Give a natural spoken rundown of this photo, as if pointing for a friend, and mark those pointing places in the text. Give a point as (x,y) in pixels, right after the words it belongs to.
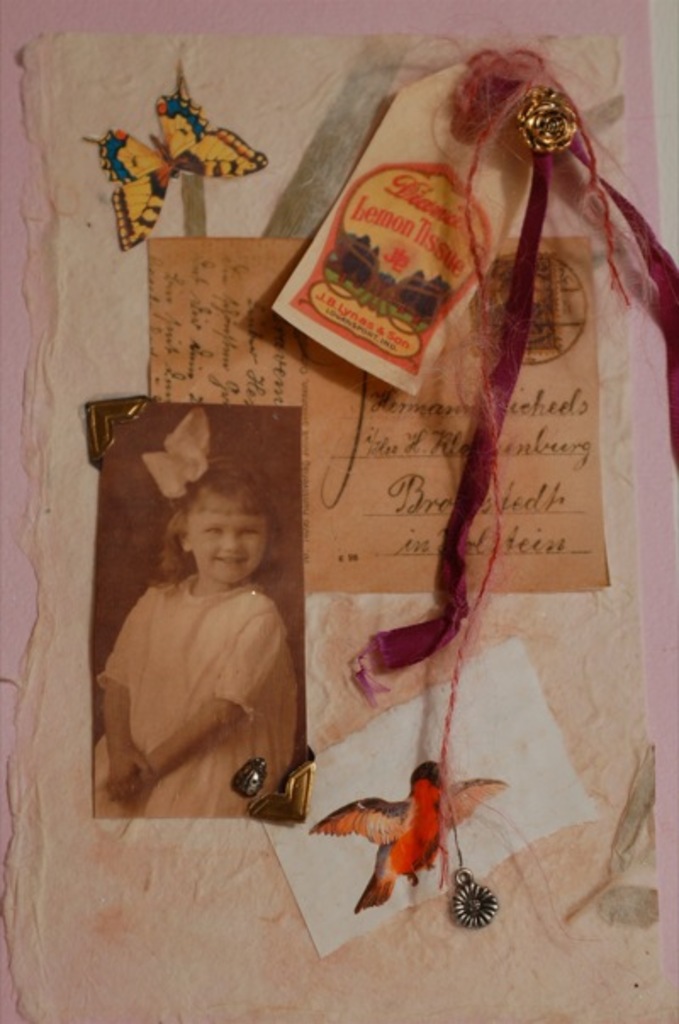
In the given image i can see a photo (216,674) of a girl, card (370,423) with text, artificial butterfly (191,160) and few objects (676,267).
